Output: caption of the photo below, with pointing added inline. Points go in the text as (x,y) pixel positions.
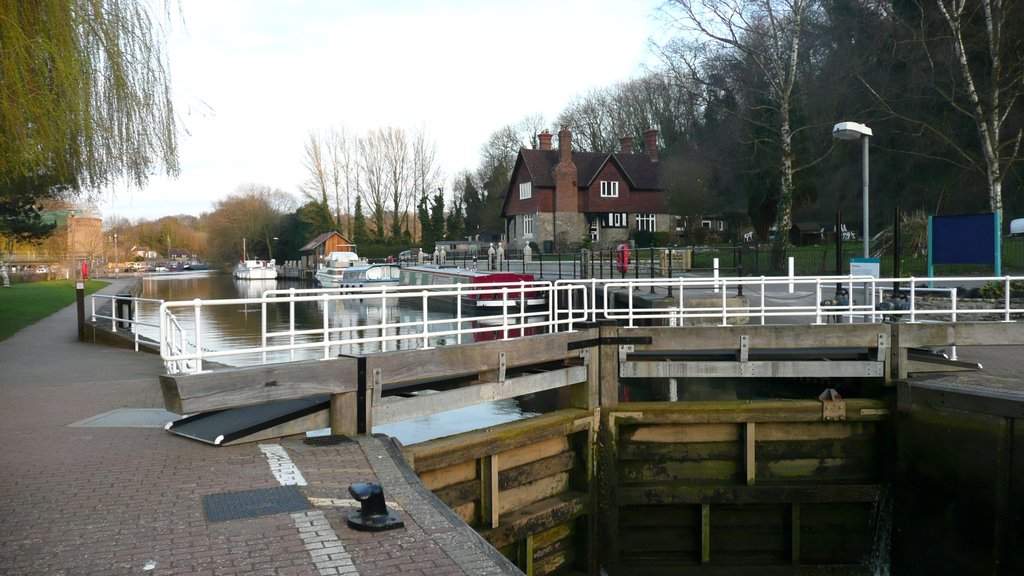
This image consists of a bridge (496,477) made up of wood (305,417). In the middle (350,333), there is water (314,315) on which there are boats (318,281). To the left (87,454), there is a road (87,454). To the right (788,124), there is house (657,183) along with the trees (829,130). At the top (313,62), there is a sky (314,67).
